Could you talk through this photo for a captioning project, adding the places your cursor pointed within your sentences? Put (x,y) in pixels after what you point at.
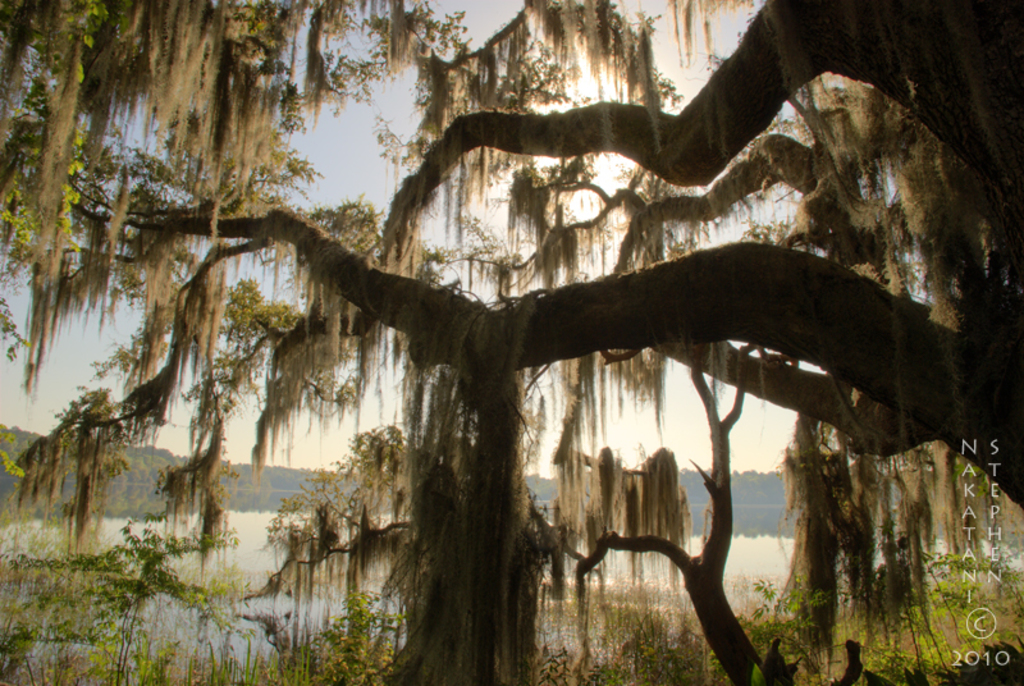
In this picture we can see there are trees (725,533), lake (250,518) and the sky (295,464). On the image there is a watermark (983,582).
